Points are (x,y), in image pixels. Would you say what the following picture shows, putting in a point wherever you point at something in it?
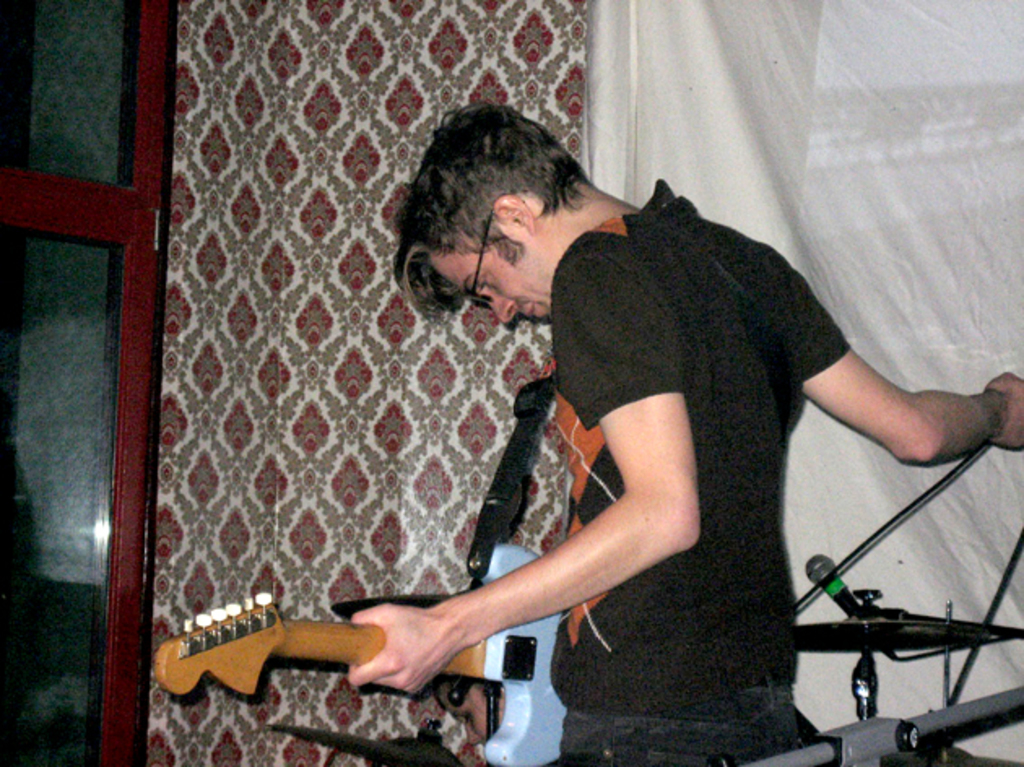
In this picture I can see a man (627,416) in front (620,530) who is holding a guitar (547,738) and on the right side of this image (855,613) I see a mic (826,570) and other musical instrument (894,647). In the background (955,576) I see the clothes (623,191).
